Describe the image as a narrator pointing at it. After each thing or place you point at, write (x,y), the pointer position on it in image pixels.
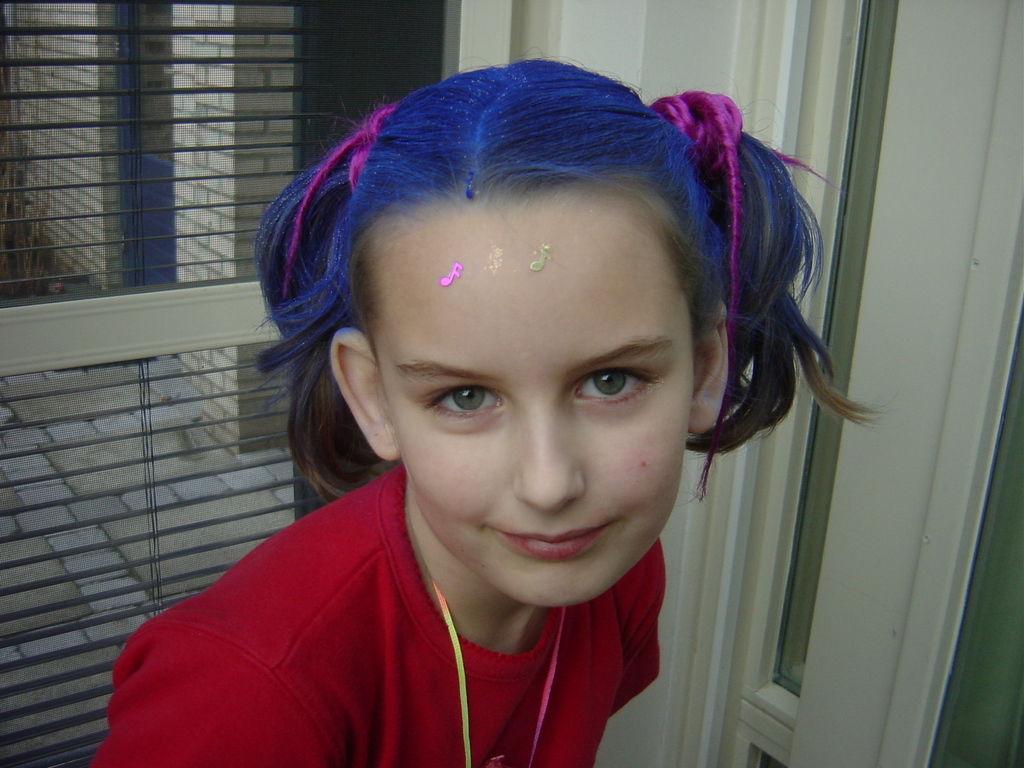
In this image there is a girl (451,602) with colored hair (267,236). In the background (246,191) there is a window (233,227) and on the right side (890,549) there is a door (890,549) with a glass (877,94).
